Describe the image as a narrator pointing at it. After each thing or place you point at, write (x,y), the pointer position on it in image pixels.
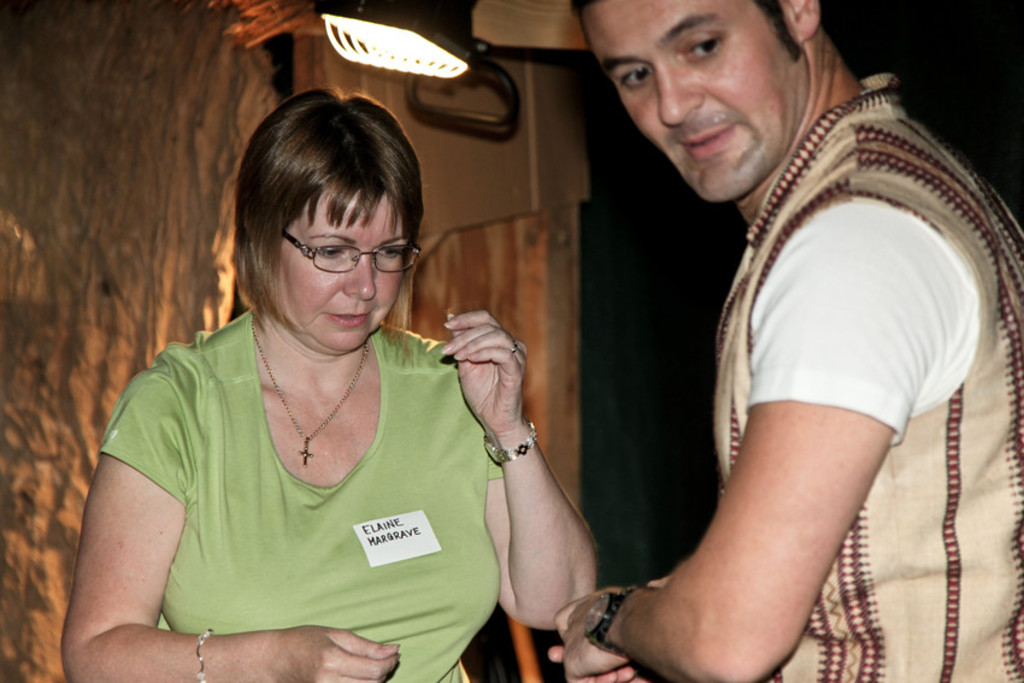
In the image we can see a man (862,403) and a woman (134,648) standing, they are wearing clothes (880,500). This is a wrist watch (602,613), bracelet (197,646), neck chain (302,437), finger ring (513,350) and spectacles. This is a light (373,45).
